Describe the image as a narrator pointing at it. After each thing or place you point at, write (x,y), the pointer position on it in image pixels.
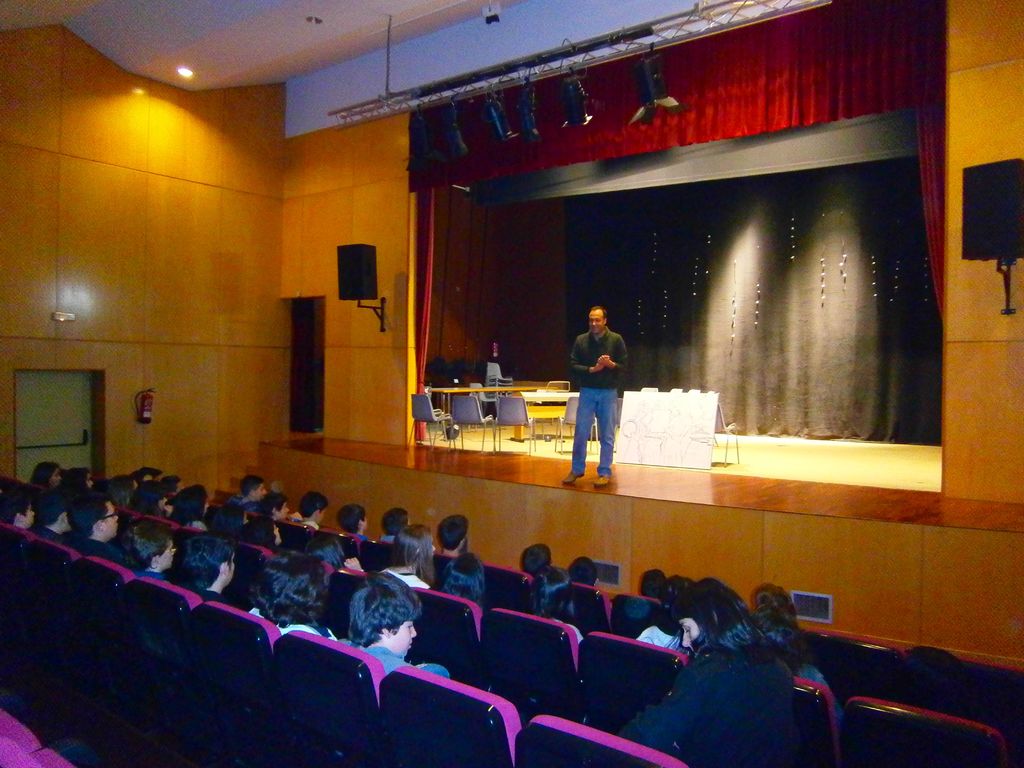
The given picture is consists of an auditorium (669,117) as there is a person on the stage (563,312) at the center of the image (582,478) and there are group of people (390,522) those who are sitting at the audience place (389,756), there are speakers (370,250) at the left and right side of the image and a door (84,444) at the left side of the image (95,431).
